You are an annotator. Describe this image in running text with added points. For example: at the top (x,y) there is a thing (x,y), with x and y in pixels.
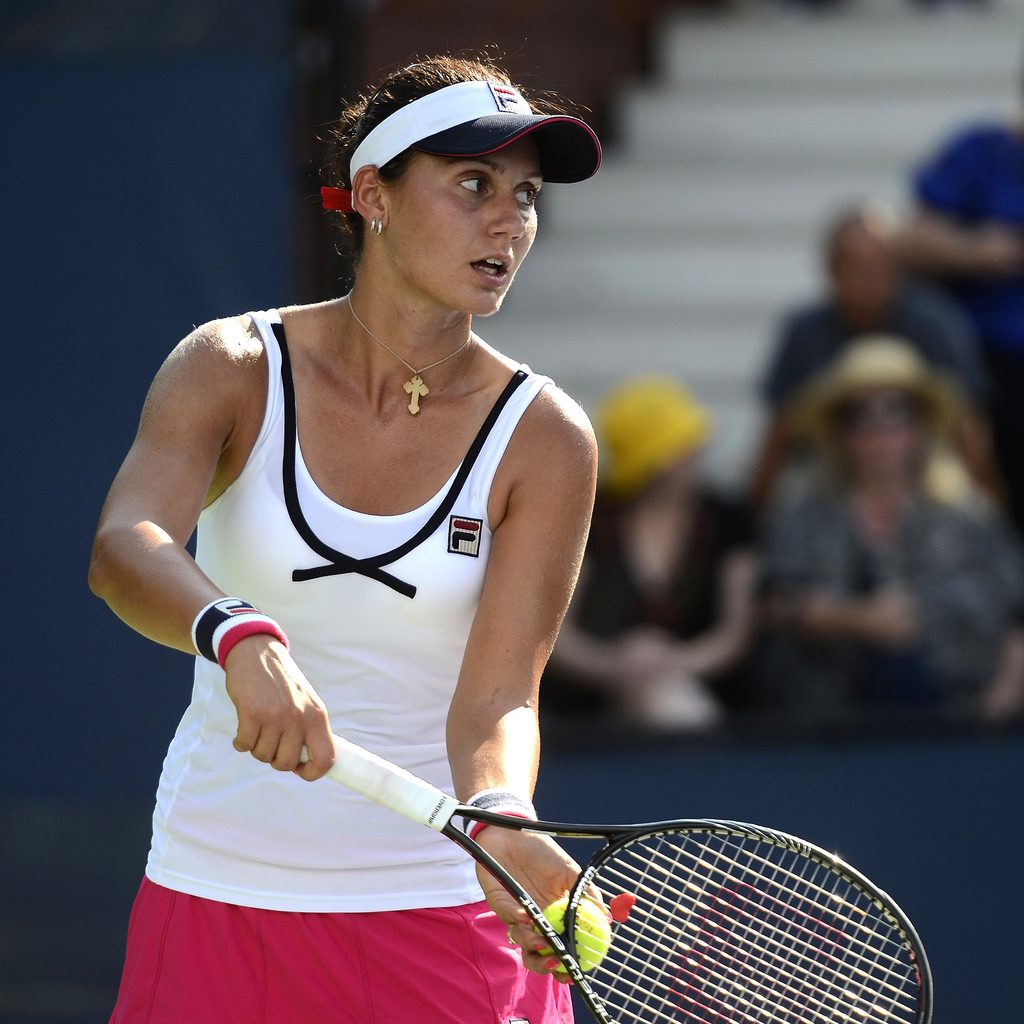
In this image we can see a woman (350,663) holding a racket (456,801) and ball (564,906) in her hands (523,930). In the background (891,600) we can see people (794,499).
